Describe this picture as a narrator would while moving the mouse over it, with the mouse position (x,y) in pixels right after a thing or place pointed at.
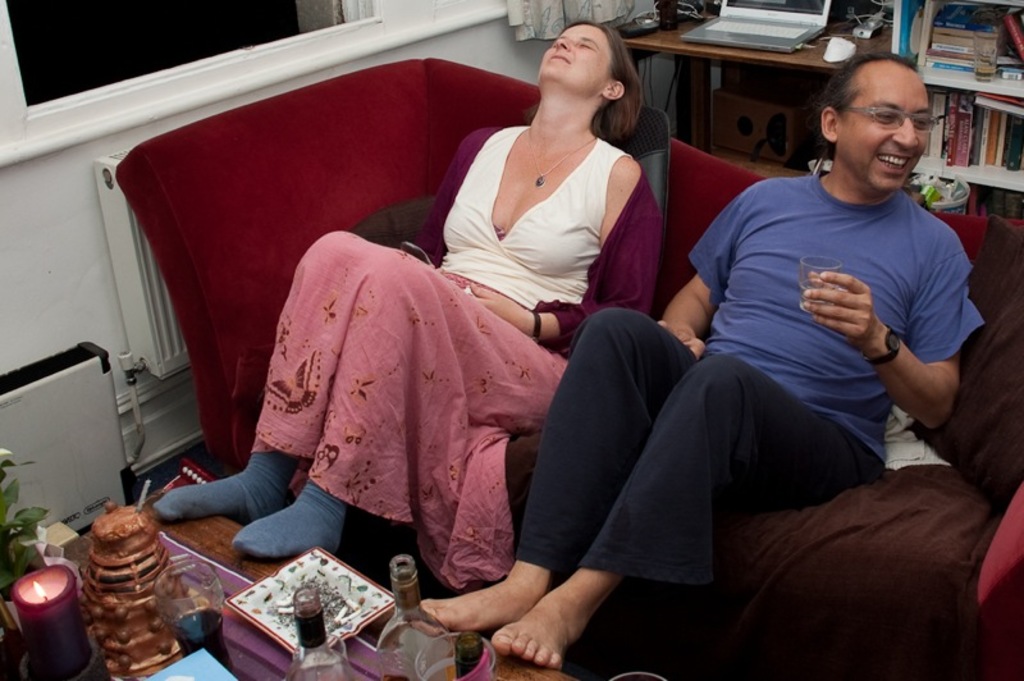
In the picture we can see table (209,598), bottles (297,617), plant (16,524), plate (278,609), candle (63,626), people (536,425), couch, cloth (360,653) and various objects (198,666). At the top (634,45) we can see table (792,59), bookshelf (1012,92), books (995,103), laptop (759,32), cables (853,28), curtain (590,17), window (244,18) and various objects (641,17).
